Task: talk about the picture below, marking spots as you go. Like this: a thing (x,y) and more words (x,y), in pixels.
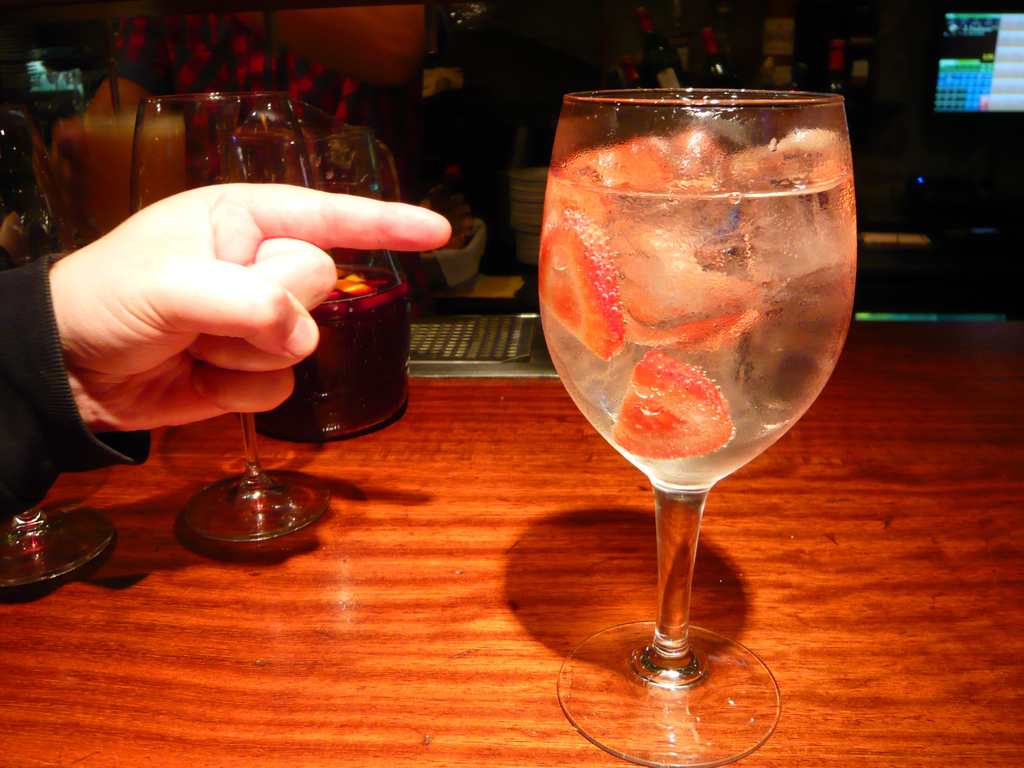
In the picture we can see a glass (691,497) with some drink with some strawberry slices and ice cubes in it, just beside we can see another glass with a wine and a person's hand (129,240) near to it.
